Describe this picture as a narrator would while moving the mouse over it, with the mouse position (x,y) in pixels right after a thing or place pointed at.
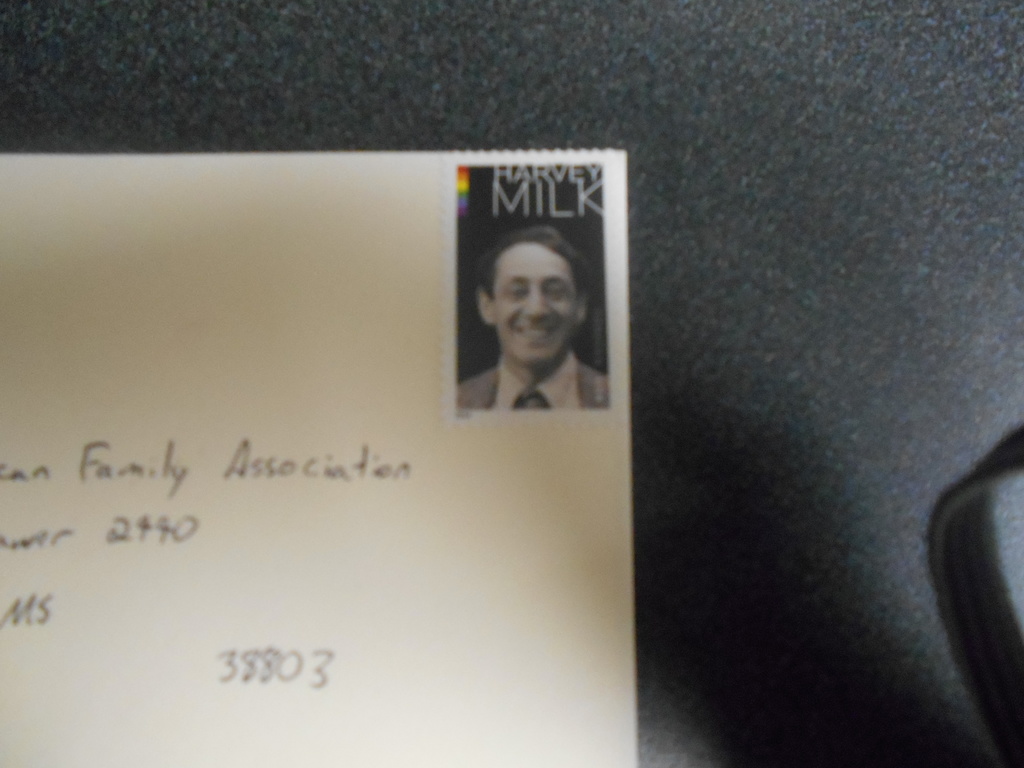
In this picture we can see a card (205,301), on this card (185,269) we can see a person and some text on it and this card (263,372) is placed on a platform (726,555).
